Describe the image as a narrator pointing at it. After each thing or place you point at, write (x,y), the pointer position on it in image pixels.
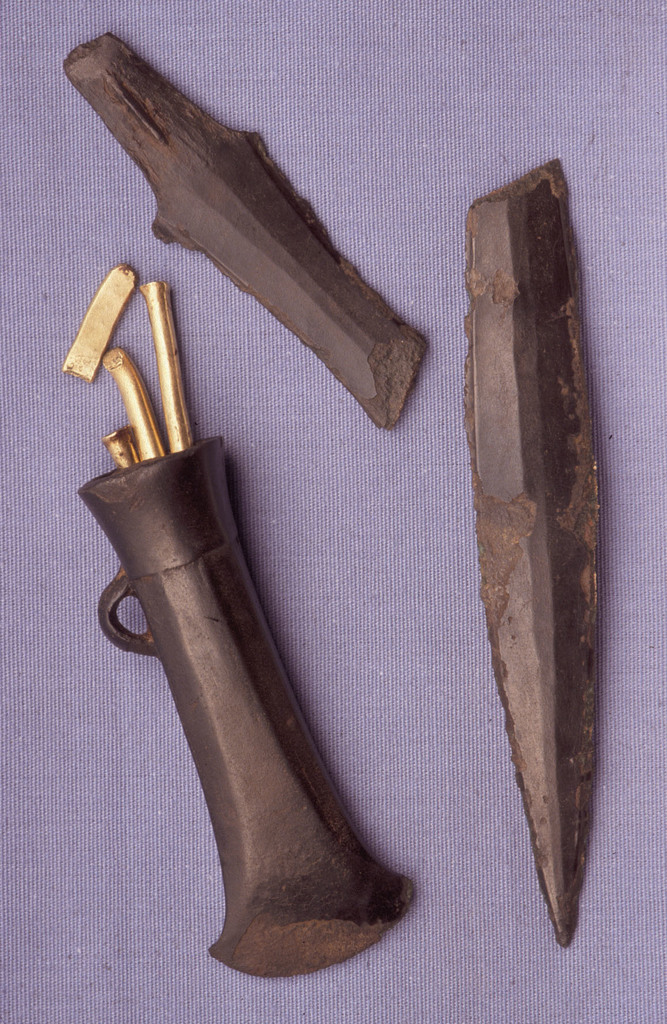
In this image a knife (506,465) and few metal objects (184,456) are placed on a violet surface (387,551).
